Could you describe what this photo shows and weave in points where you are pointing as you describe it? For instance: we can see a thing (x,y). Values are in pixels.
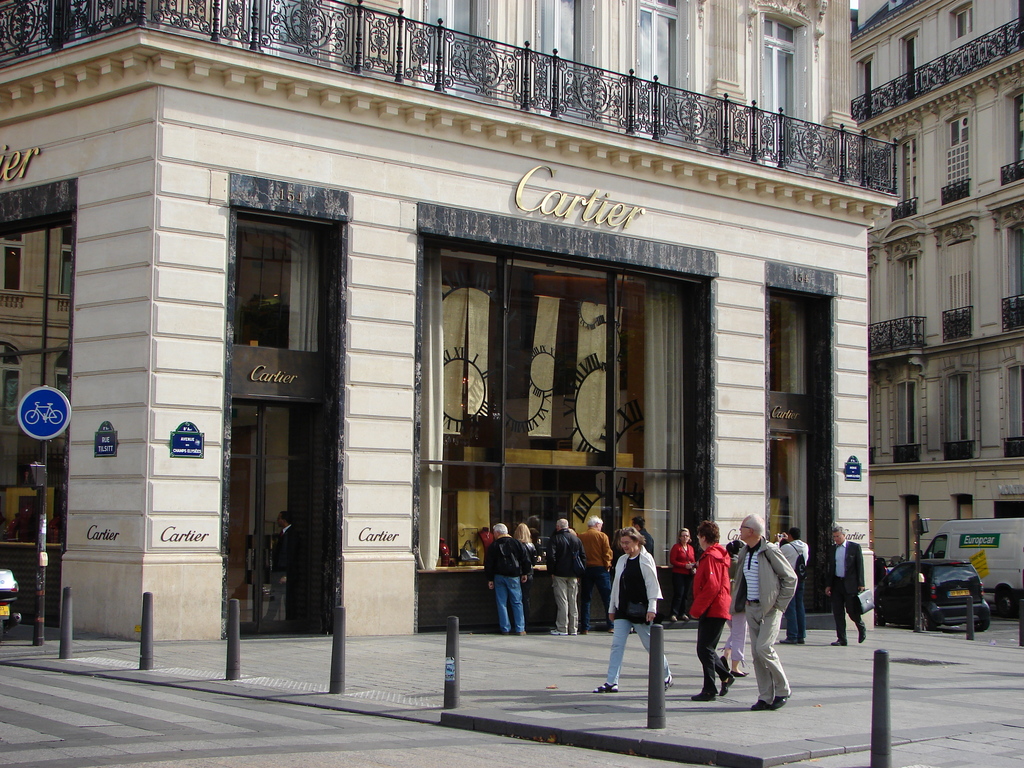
In the image there are two huge buildings (716,176), in front of the first building (606,524) there are few people (841,576), behind them there are vehicles (958,579) on the road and in the front (48,408) there is a board (57,395) attached to the pole (40,616) on the left side (48,408).
